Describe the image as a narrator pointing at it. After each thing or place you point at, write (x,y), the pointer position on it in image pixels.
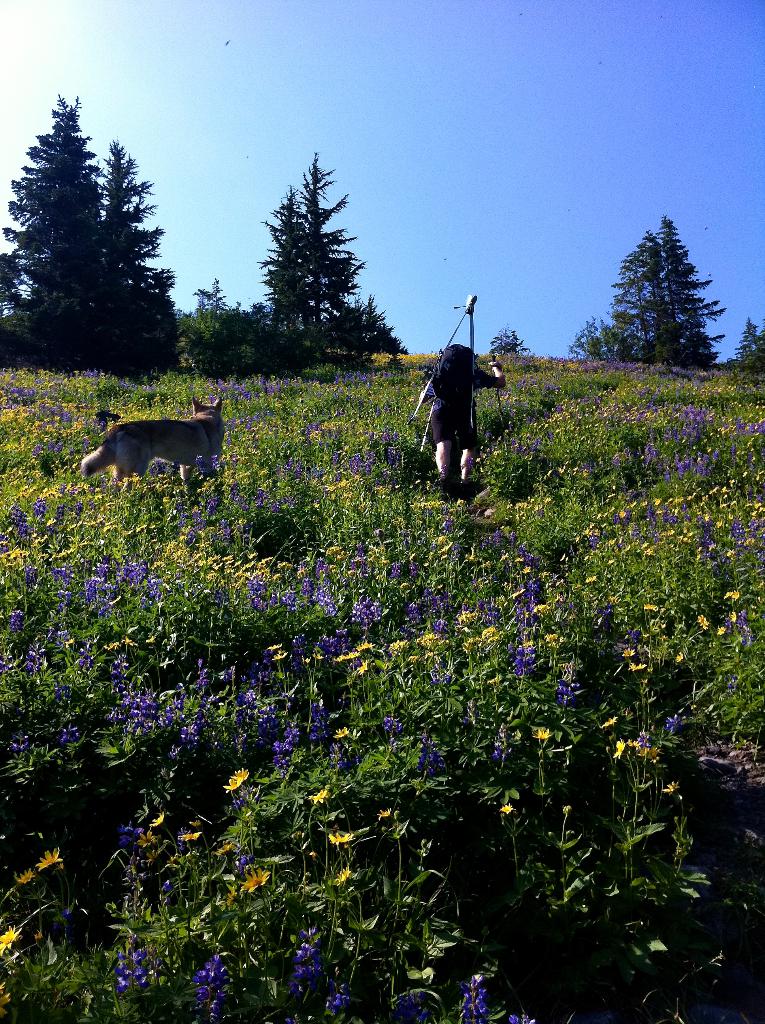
In this image we can see a dog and a person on the ground (407,725), there are some trees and plants (470,685) with flowers (543,607), in the background (422,136), we can see the sky (646,88).
